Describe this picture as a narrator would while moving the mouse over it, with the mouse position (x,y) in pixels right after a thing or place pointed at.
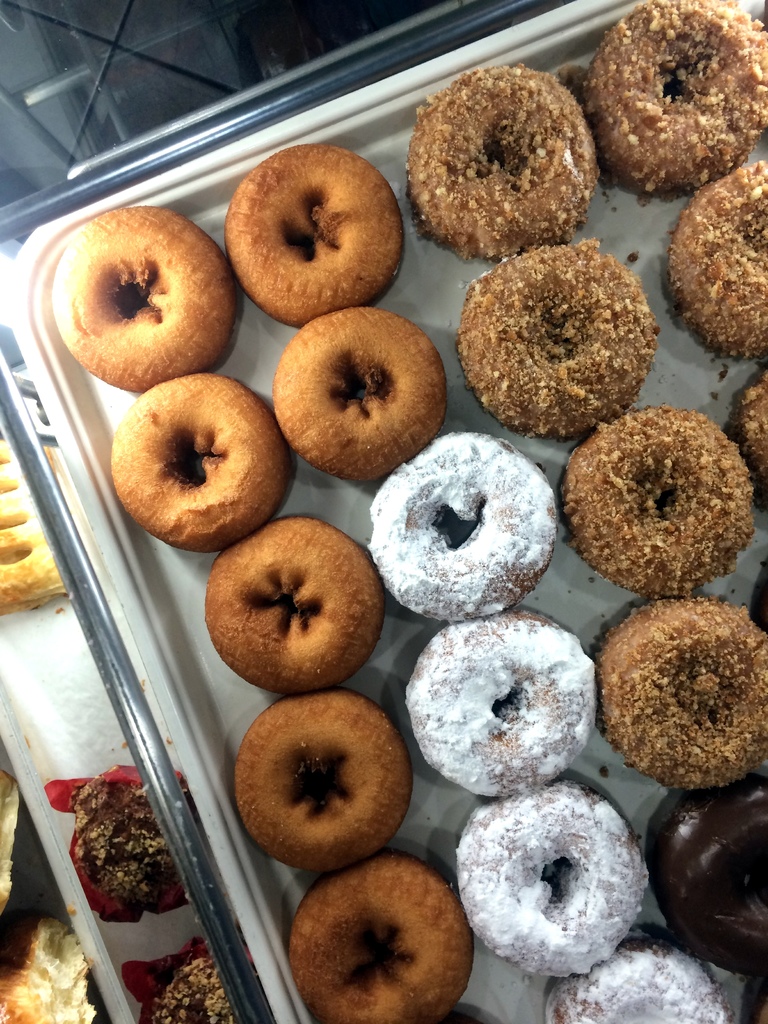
In this image we can see different types of donuts (255,777) are arranged in a trays (191,673).
